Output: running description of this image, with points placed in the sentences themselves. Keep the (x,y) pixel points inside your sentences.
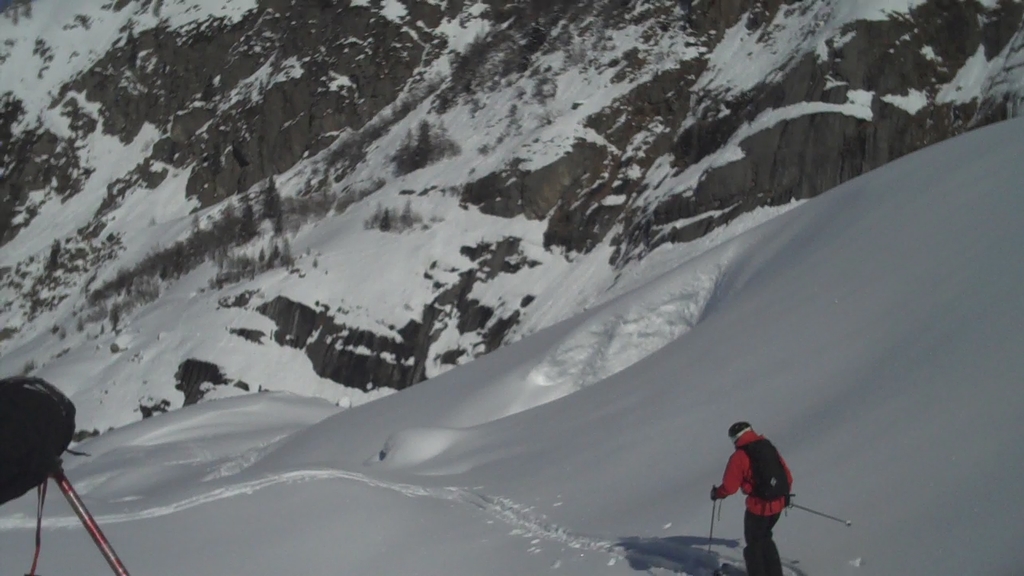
In this image we can see mountains (411,126) covered with snow (374,234). We can see few trees (240,223) on the mountains (283,239). At the bottom of the image (731,472), we can see a person (731,479). He is carrying a bag (759,480) and holding sticks (811,508) in his hands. On the left side of the image (29,413), we can see an object (46,450).
